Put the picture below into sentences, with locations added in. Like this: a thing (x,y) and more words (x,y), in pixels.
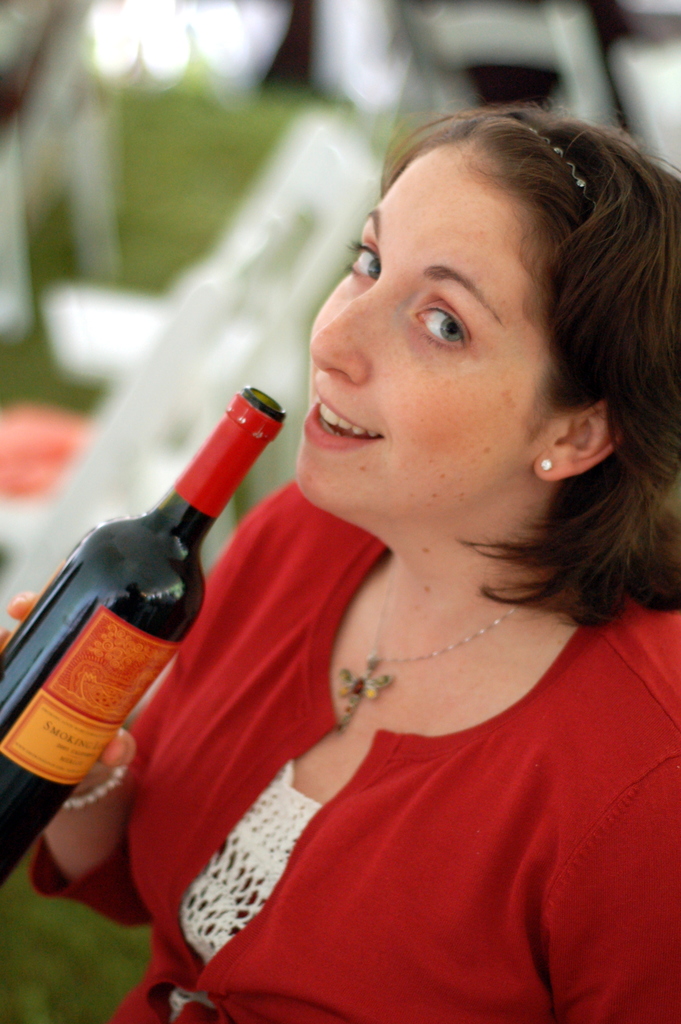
A woman (319,531) is holding bottle (149,565) in her hand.
